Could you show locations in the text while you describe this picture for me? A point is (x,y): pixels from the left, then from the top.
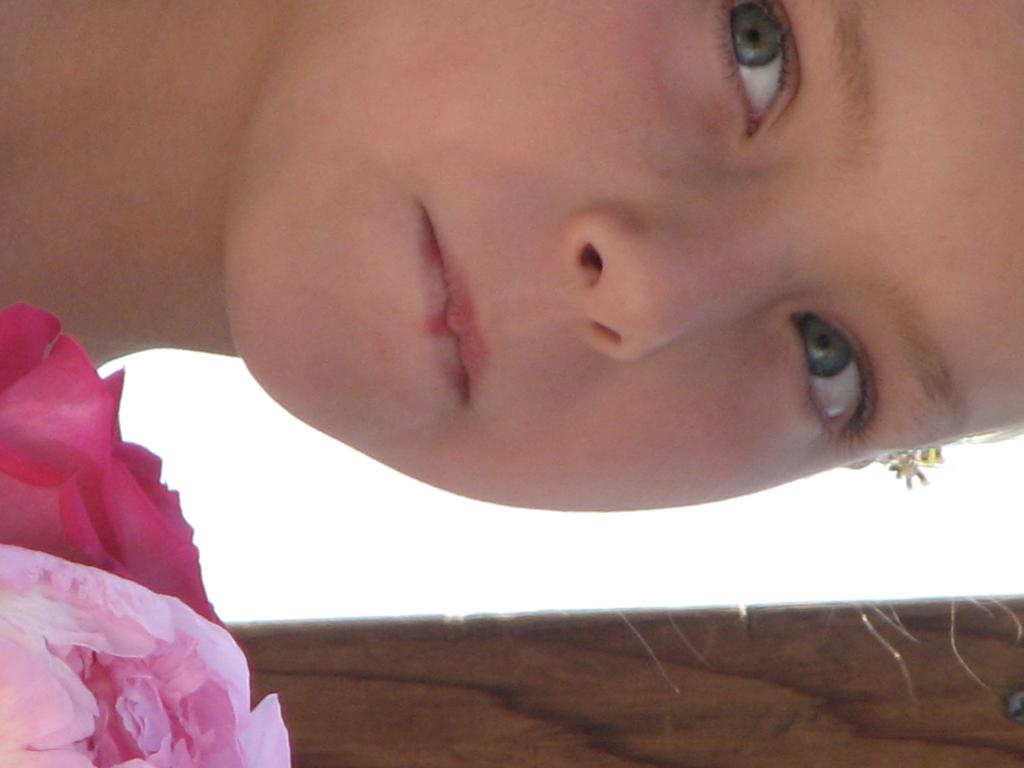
In this picture I can see in the bottom left hand side (108,580) there is flowers (163,619), at the top (828,87) there is a person (830,285).
